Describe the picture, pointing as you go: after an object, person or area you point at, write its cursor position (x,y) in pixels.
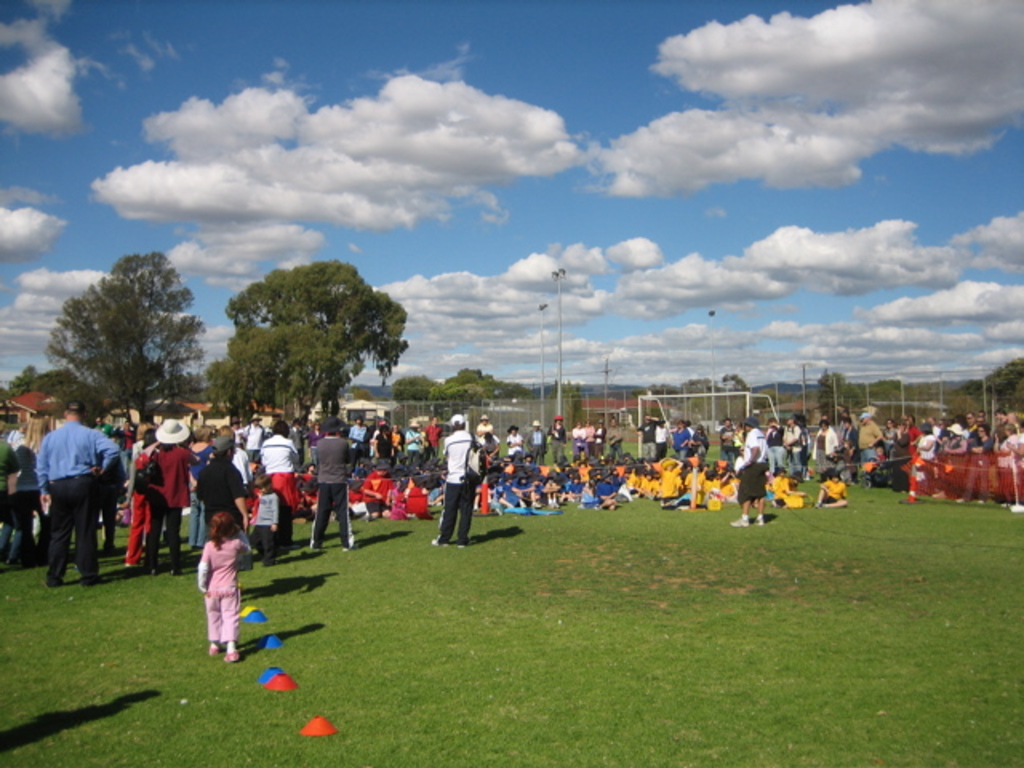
In this image I can see an open grass ground (459,563) in the front (715,536) and on it I can see number of people (653,442). I can see few people (643,490) are sitting and most of them are standing. In the front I can see few colourful things (247,619) on the ground (296,618). In the background (565,285) I can see number of trees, number of poles (561,410), clouds (534,326) and the sky (426,23). I can also see a red colour thing (1004,475) on the right side of this image (989,495).
